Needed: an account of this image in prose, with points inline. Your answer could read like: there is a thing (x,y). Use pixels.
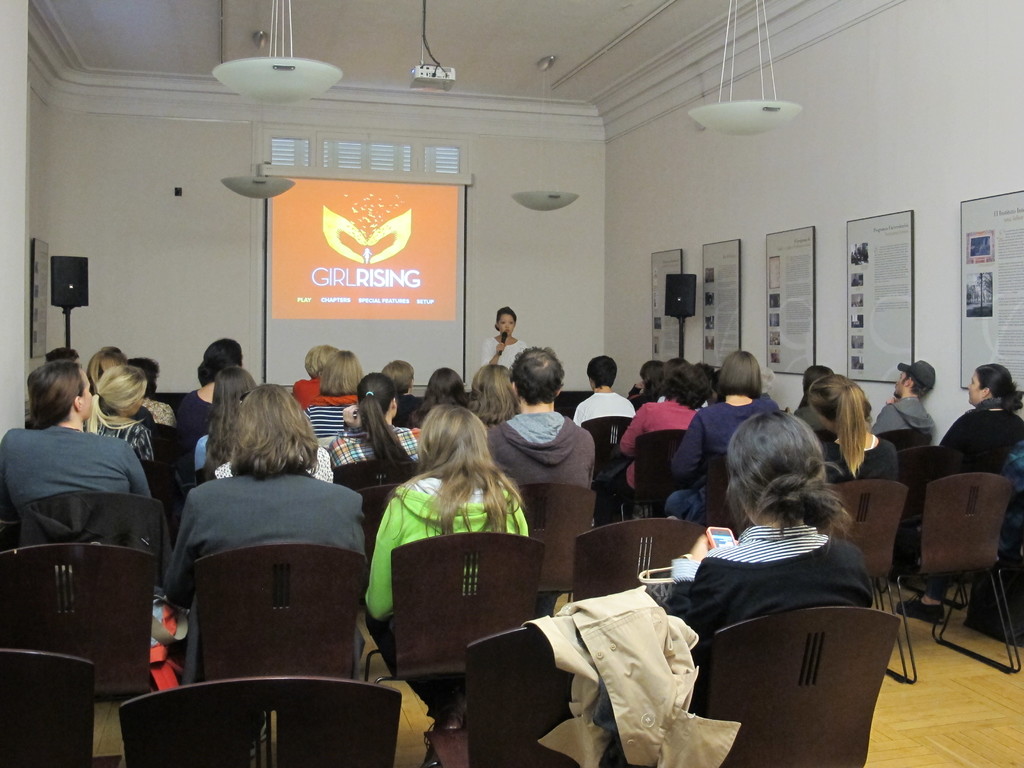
In the image in the center (511,444), we can see a few people (811,449) are sitting on the chair (959,483). In the background (428,265) there is a wall (567,233), roof (519,56), screen (374,244), frames (789,247), speakers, poles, one person (503,316) standing and a few other objects (505,334).
